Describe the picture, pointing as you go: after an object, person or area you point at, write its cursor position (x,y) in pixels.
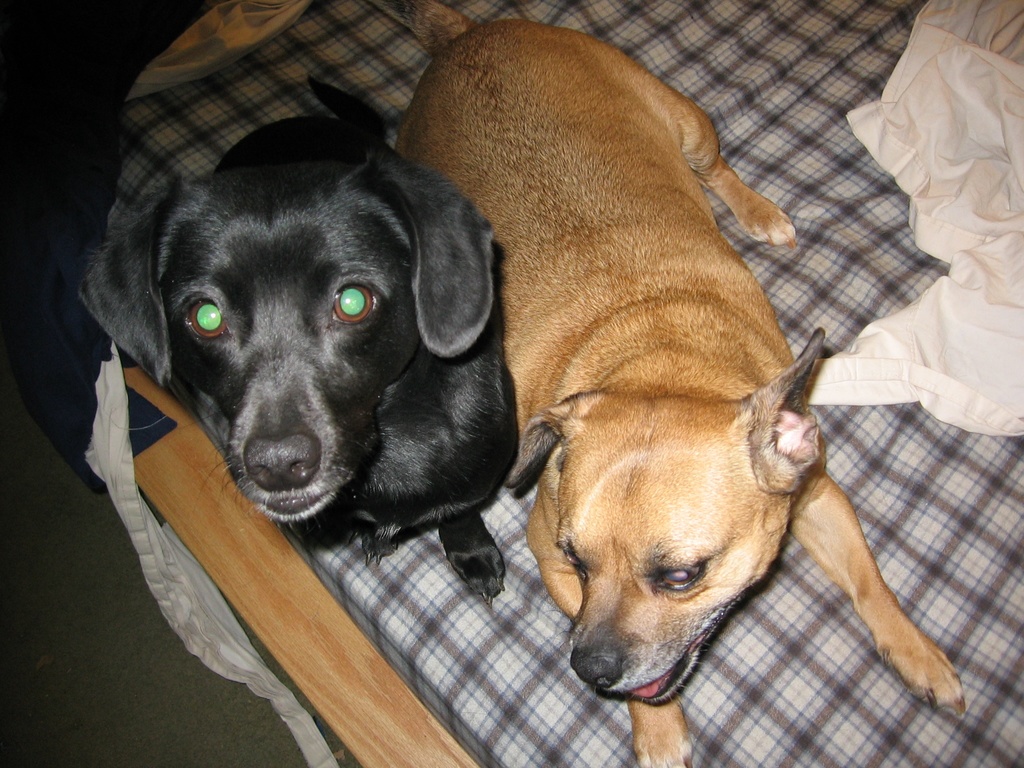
This image consists of two dogs (256,326) in brown and black color. They are sitting on the bed (805,566). To the right (956,120), there is a white cloth (949,286). At the bottom (136,703), there is a floor (139,724).
